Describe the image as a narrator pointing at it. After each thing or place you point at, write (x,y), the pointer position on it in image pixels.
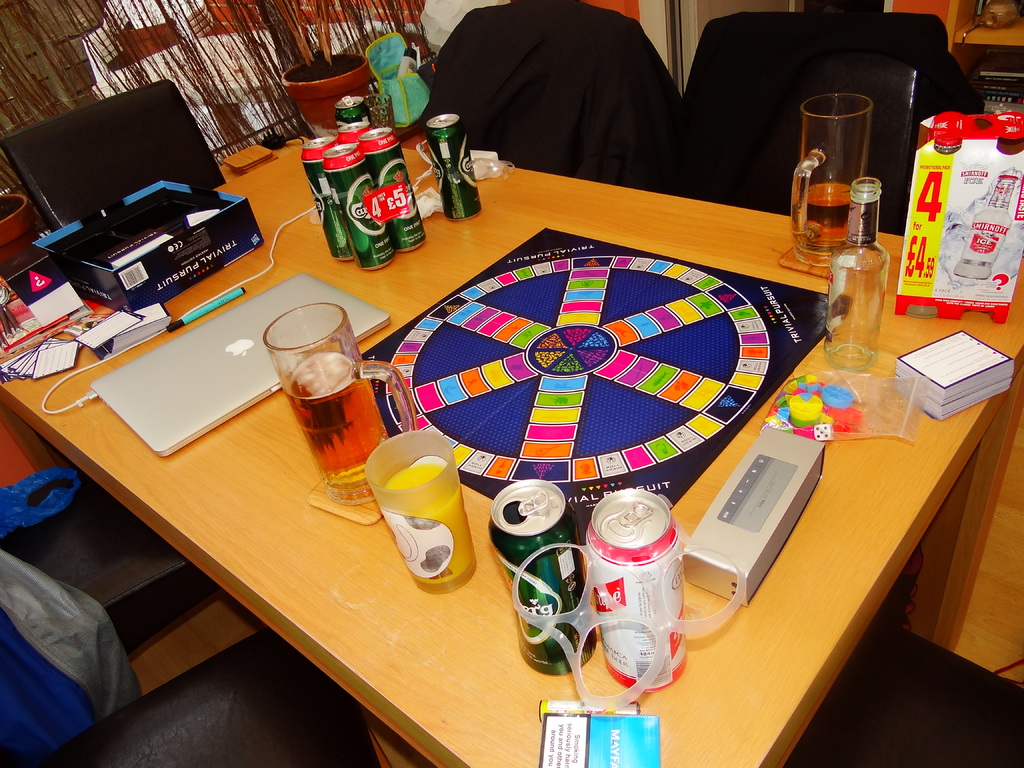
On a table (489,513) we can see glasses (339,412), tins (551,587), box (189,270), laptop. Beside the table (525,176) there are chairs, flower pot (330,84).
